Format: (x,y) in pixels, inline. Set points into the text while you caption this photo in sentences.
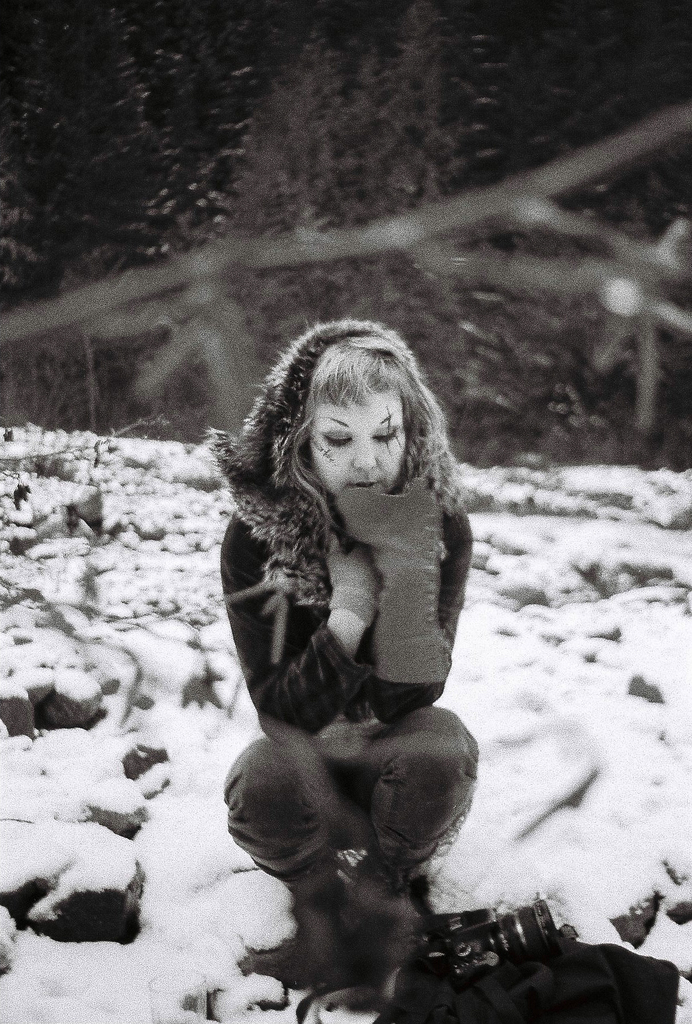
In this image there is a woman (359,589) sitting on a floor (231,732), in the background (215,714) there are snow (202,502) and trees (231,153).
